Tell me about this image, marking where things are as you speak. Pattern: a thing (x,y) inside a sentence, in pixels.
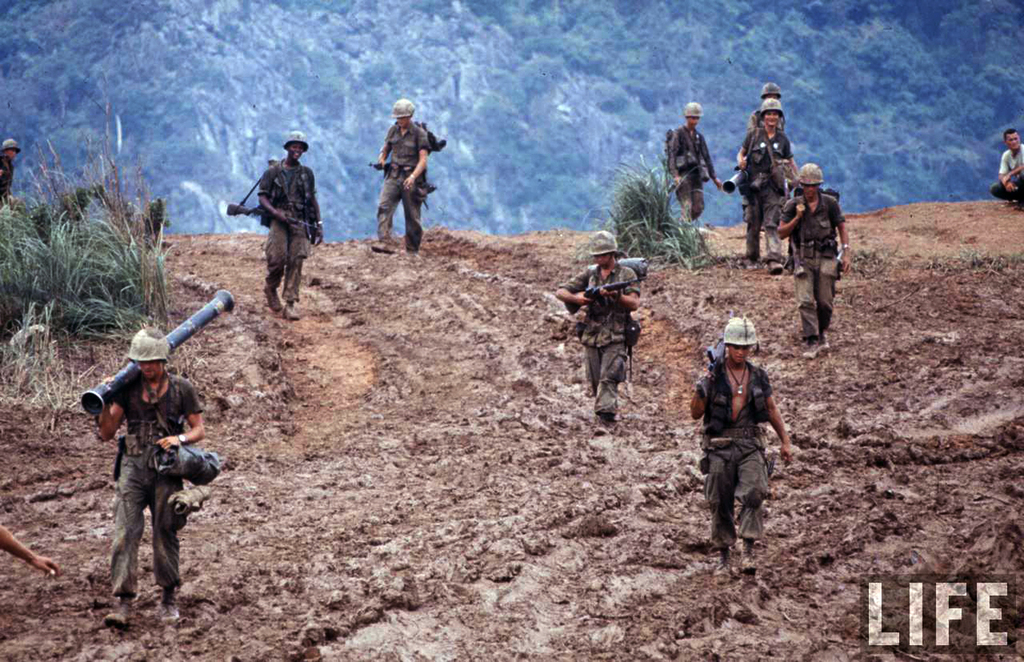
In this picture we can see group of people (294,294), few people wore helmets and few people (762,127) holding weapons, beside to them we can see few plants (50,246), in the background (517,157) we can find few trees (531,98), and also we can see a watermark (947,615) at the right bottom of the image (937,621).
